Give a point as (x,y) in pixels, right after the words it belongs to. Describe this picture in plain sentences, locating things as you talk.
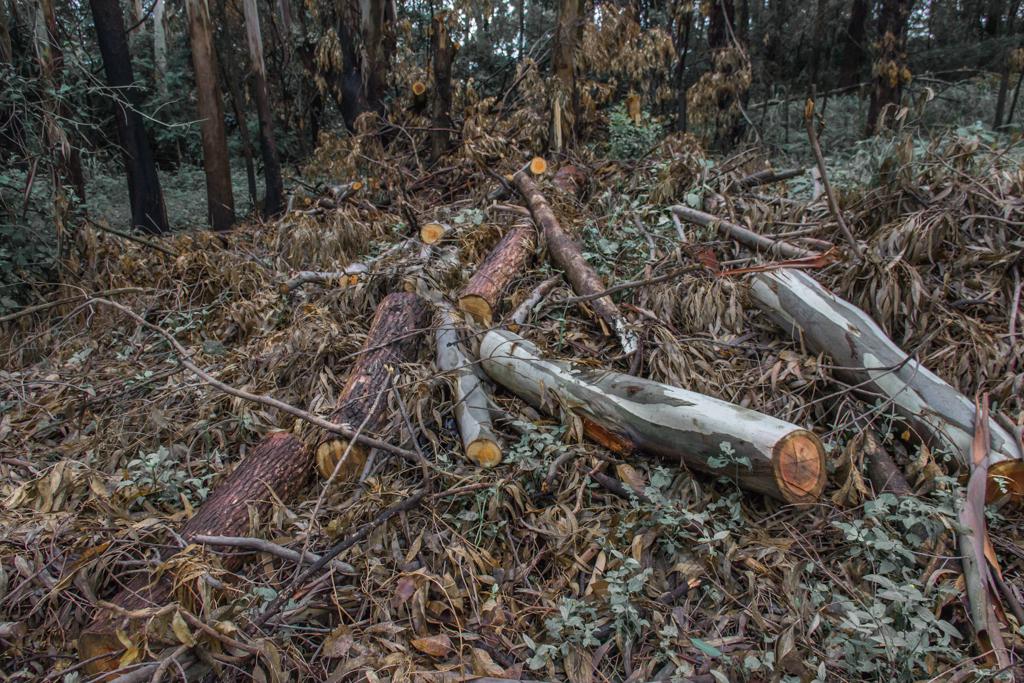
In this image I can see few trees (357,107), dry leaves (506,549) and few wooden logs (693,391).
